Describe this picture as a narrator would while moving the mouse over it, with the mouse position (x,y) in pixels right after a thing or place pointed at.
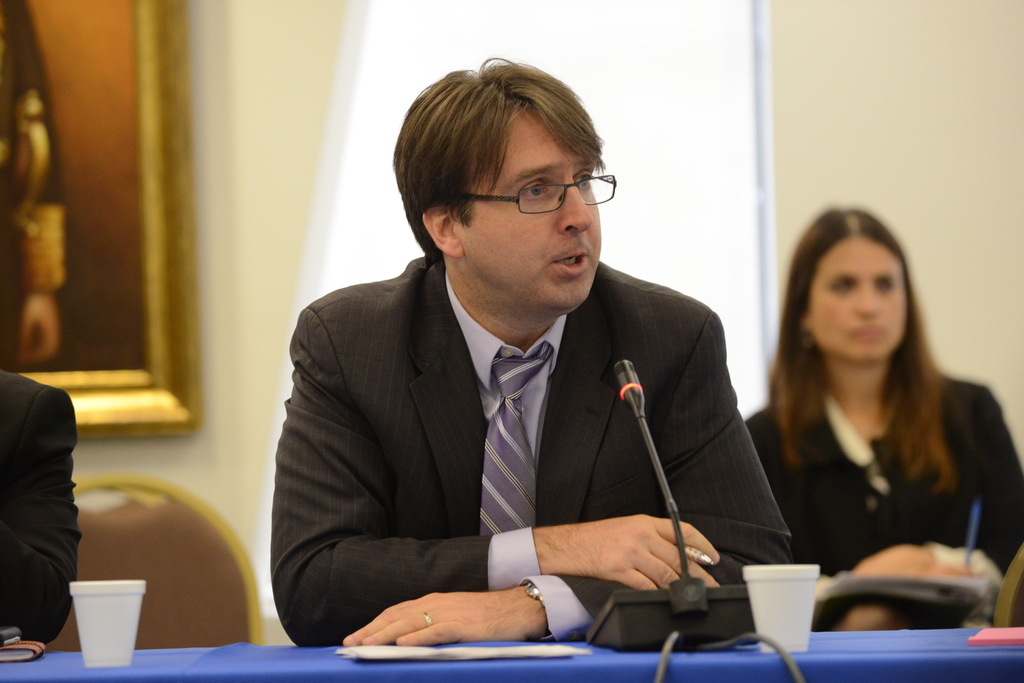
In the foreground of this image (513,355), there is a man (507,444) sitting in front of table (426,668) on which, there is a mic (658,616), two glasses (110,643), a book (23,650) and cables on it. On the left (28,507), there is the suit (19,541) of a person (19,548) and he is sitting on the chair (174,541). In the background (856,448), there is a woman (910,434) sitting and holding a pen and a book (923,590), a wall (846,125), frame (71,155) and it seems like a white curtain (629,48).
